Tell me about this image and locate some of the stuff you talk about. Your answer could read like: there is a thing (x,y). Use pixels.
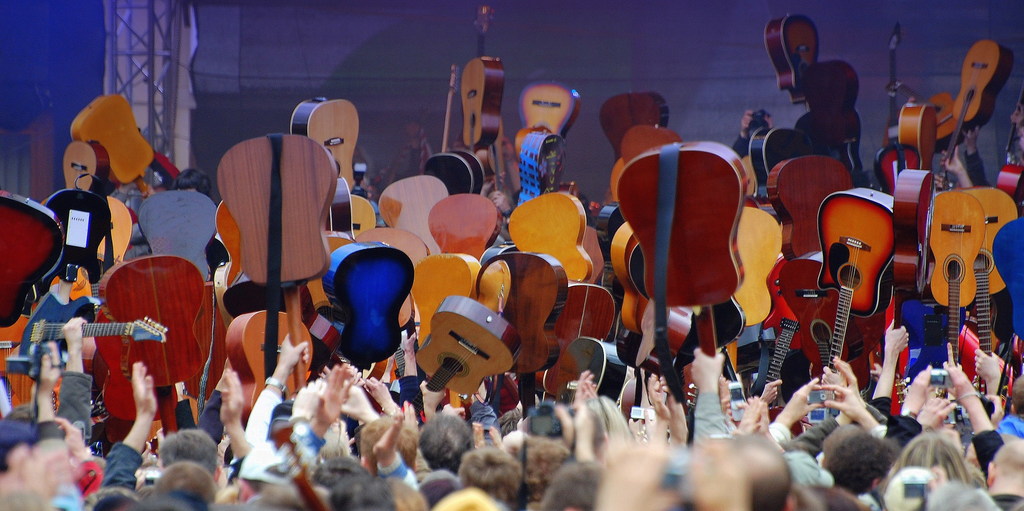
In the foreground of this image (479,477), there is the crowd (566,477) and in the background (405,381), there are persons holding guitars (509,269) in the air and there is also a pillar (153,72) and a curtain (331,54) in the background (218,125).
